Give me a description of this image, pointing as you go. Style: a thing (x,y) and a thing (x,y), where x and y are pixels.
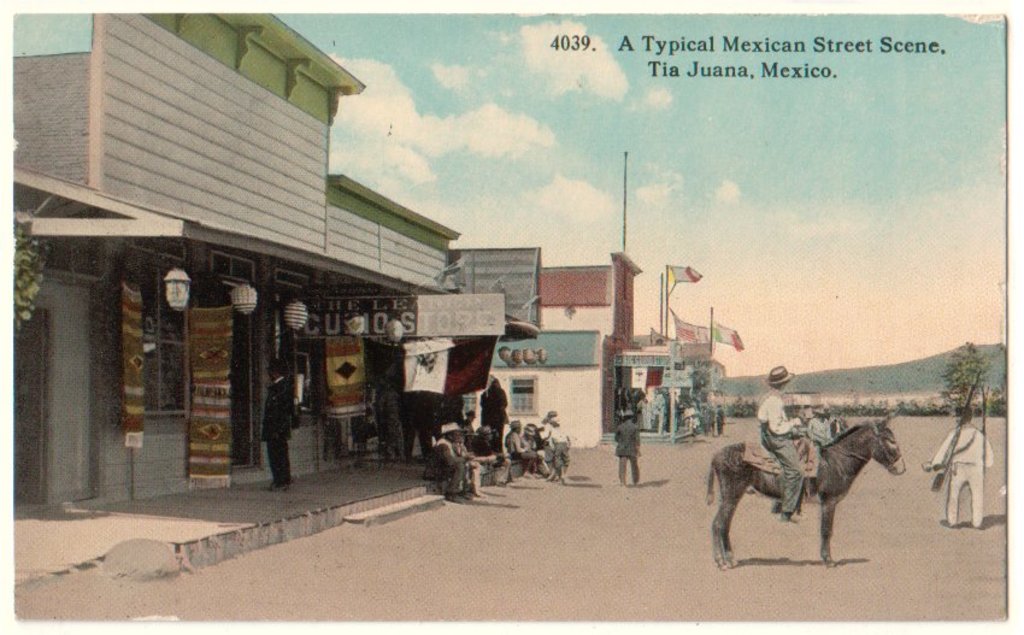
In the center of the image (506,260) we can see buildings (89,285), boards (370,325), lamps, some persons (638,396), flags (691,327), pole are there. On the right side of the image (975,444) we can see a man (971,465) is standing and holding a gun (957,448). In the middle of the image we can see a man (785,456) is sitting on a donkey (830,466) and also we can see trees (888,411) are there. At the bottom of the image (589,570) ground (607,569) is there. At the top of the image (761,153) clouds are present in the sky (794,182). In the middle of the image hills (829,389) are there.
